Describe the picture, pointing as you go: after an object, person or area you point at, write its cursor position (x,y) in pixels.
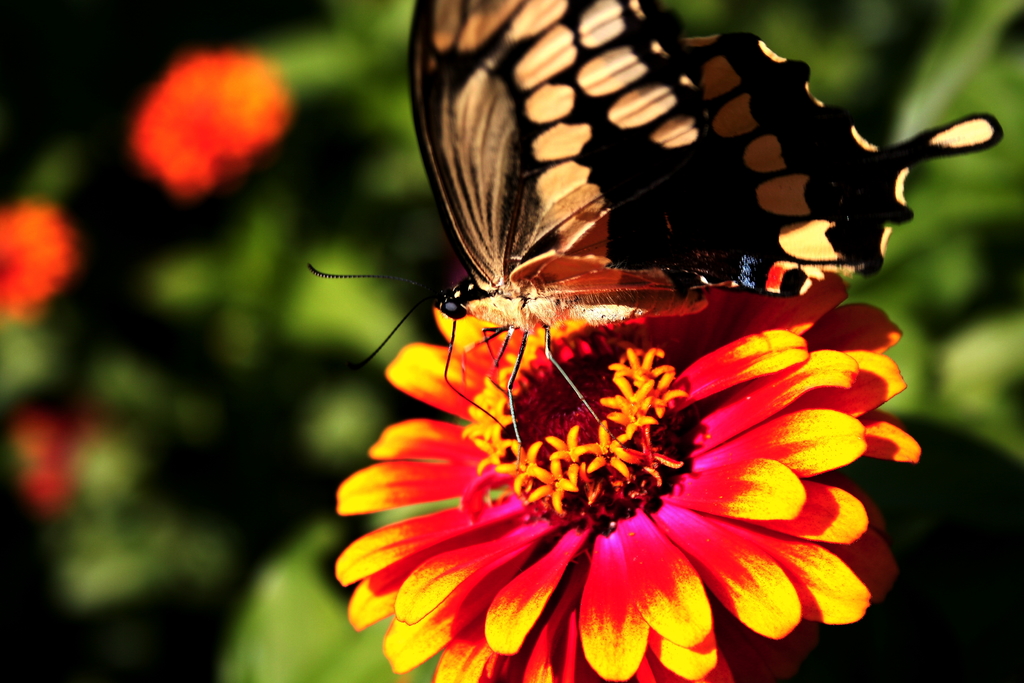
In this image there is a butterfly (585,277) on a flower (587,412), in the background of the image (439,274) there are flowers (191,133) and leaves (384,322).
